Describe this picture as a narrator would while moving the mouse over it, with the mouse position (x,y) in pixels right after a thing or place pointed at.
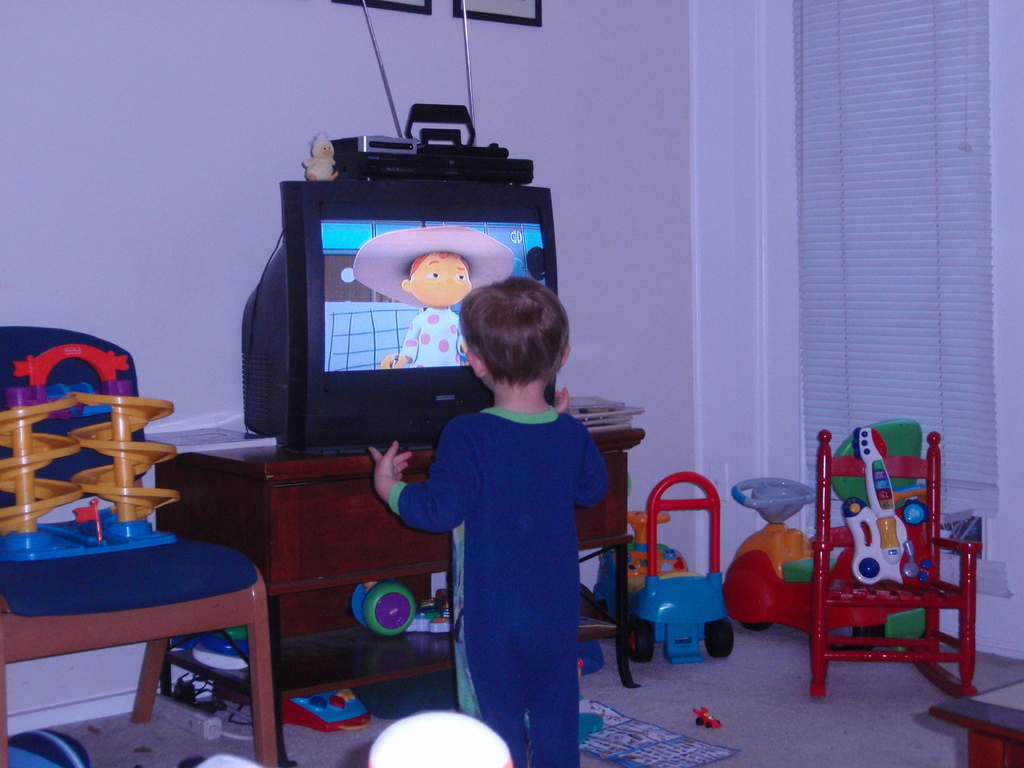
This is the picture of a little boy (559,594) who is standing in front of the table (315,462) on which there is a television (370,267) and around the table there are some toys (763,543) placed on the floor (827,743).
